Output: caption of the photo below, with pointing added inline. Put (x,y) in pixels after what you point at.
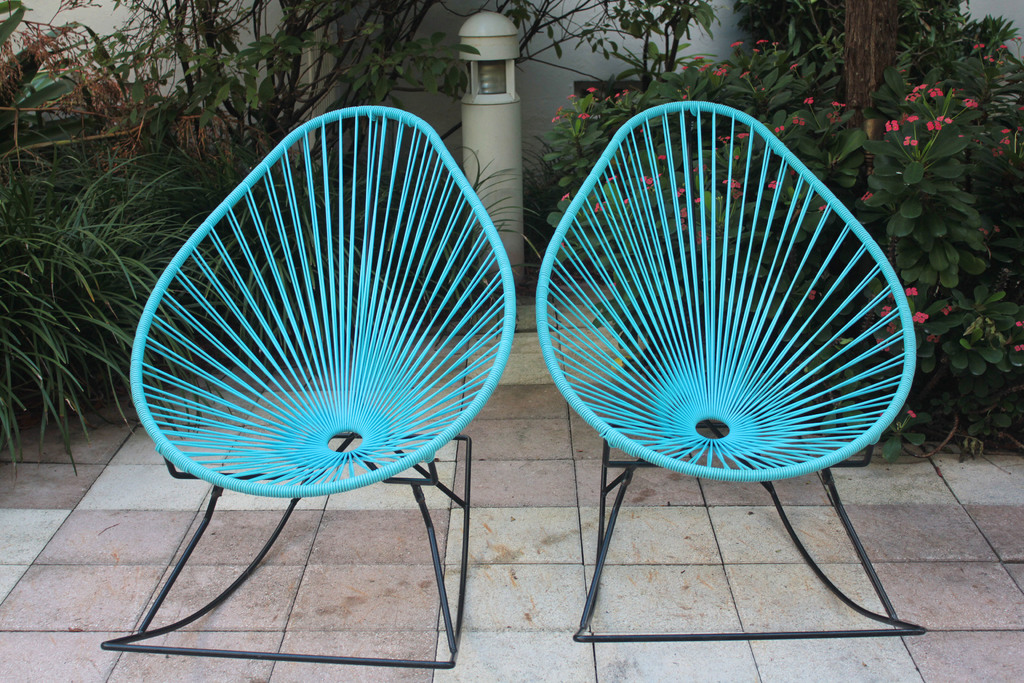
In this picture I can see two chairs (271,487) in the middle (427,263), in the background (427,223) there are plants (768,292). At the top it looks like a light (487,15).
